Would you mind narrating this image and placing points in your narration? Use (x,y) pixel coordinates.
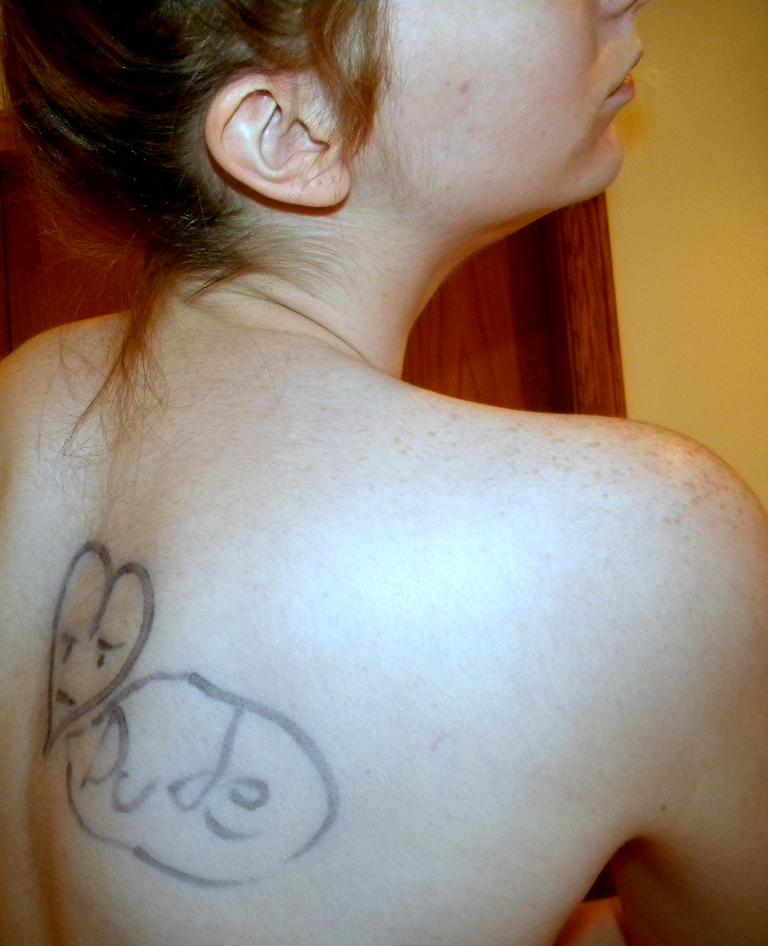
In this image we can see a woman (385,757) who is truncated. In the background (670,92) we can see wall (748,186).
